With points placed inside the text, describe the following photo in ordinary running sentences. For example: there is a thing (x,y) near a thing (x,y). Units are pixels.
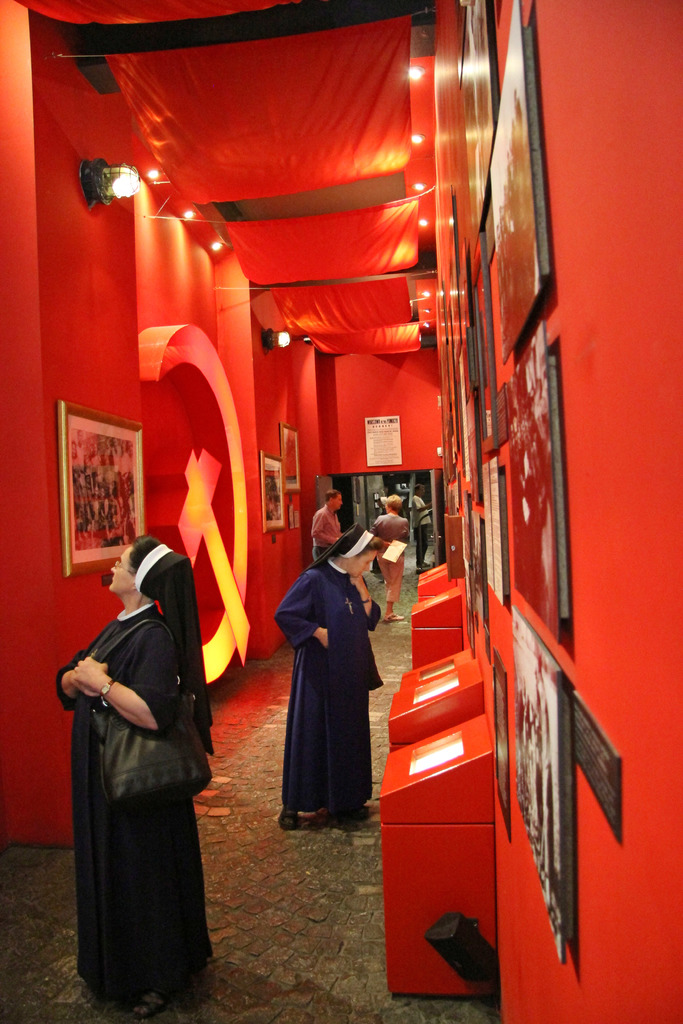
In this image, we can see a few people (177,703), wall (16,364), photo frames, poster (381,442), lights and clothes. At the bottom (437,812), we can see a few red boxes (429,820) are placed on the walkway (363,852).
